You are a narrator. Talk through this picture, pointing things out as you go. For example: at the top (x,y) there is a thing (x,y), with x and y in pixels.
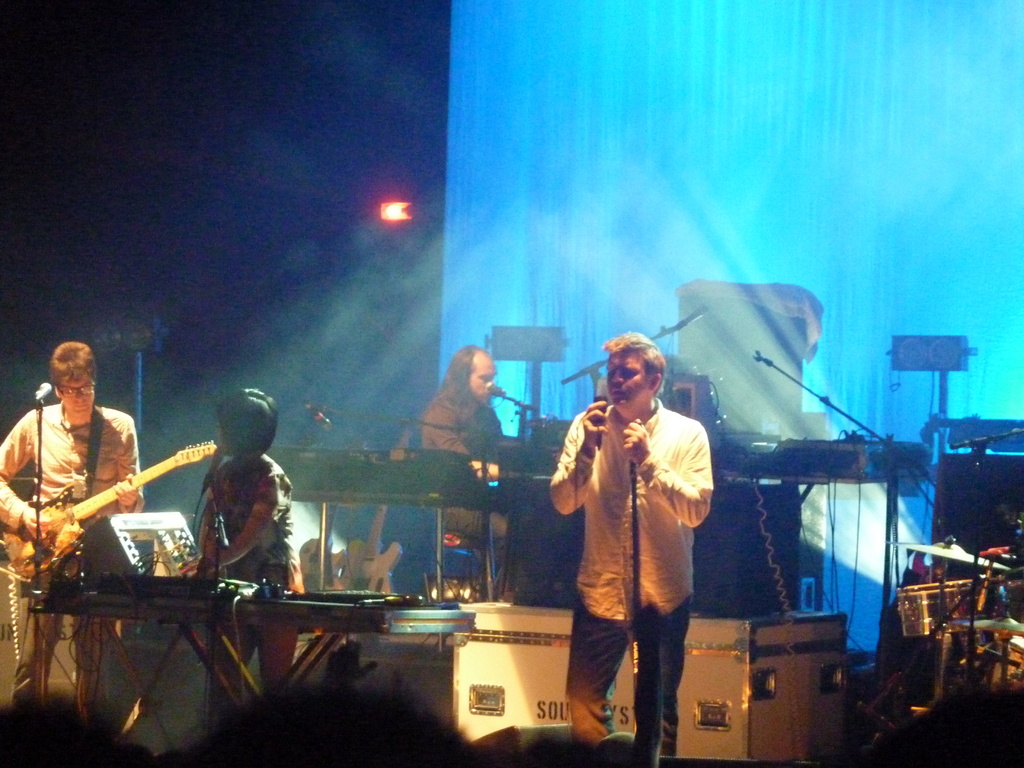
The picture contains there are 4 people (650,452) 2 people (630,605) are singing the song and 1 person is playing the guitar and background (727,242) is bright blue.
